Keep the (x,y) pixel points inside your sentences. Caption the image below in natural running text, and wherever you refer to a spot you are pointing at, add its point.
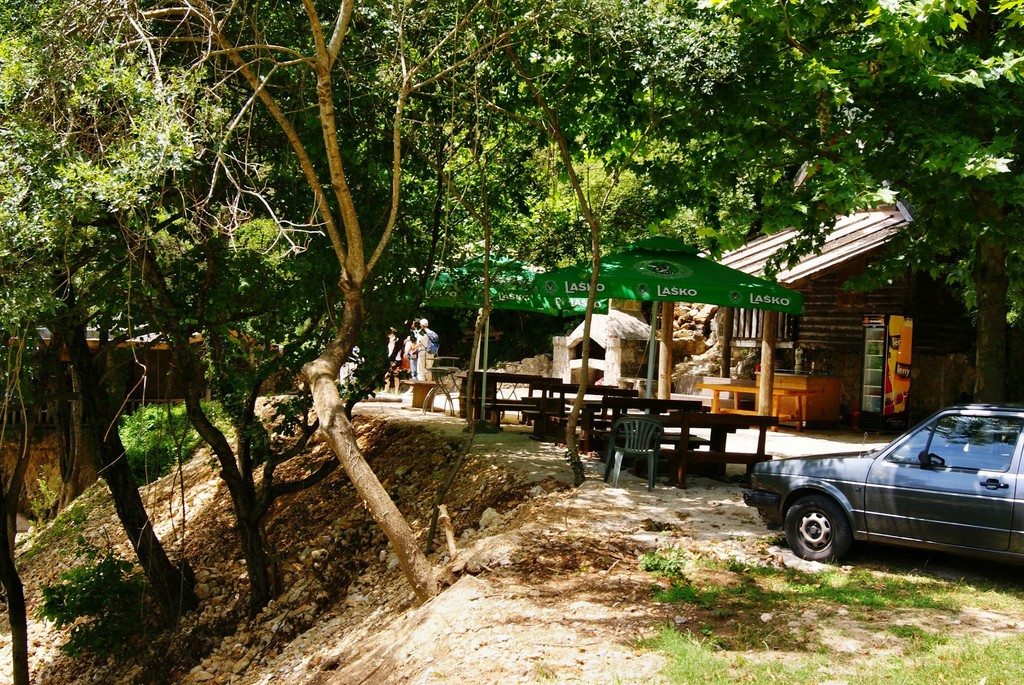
There is a car (917,493). These are the tables (739,460) and there is a chair (628,432). Here we can see some trees (653,216) and there is a house (863,263). Here we can see some persons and these are the plants (145,450). And this is grass (997,645).
